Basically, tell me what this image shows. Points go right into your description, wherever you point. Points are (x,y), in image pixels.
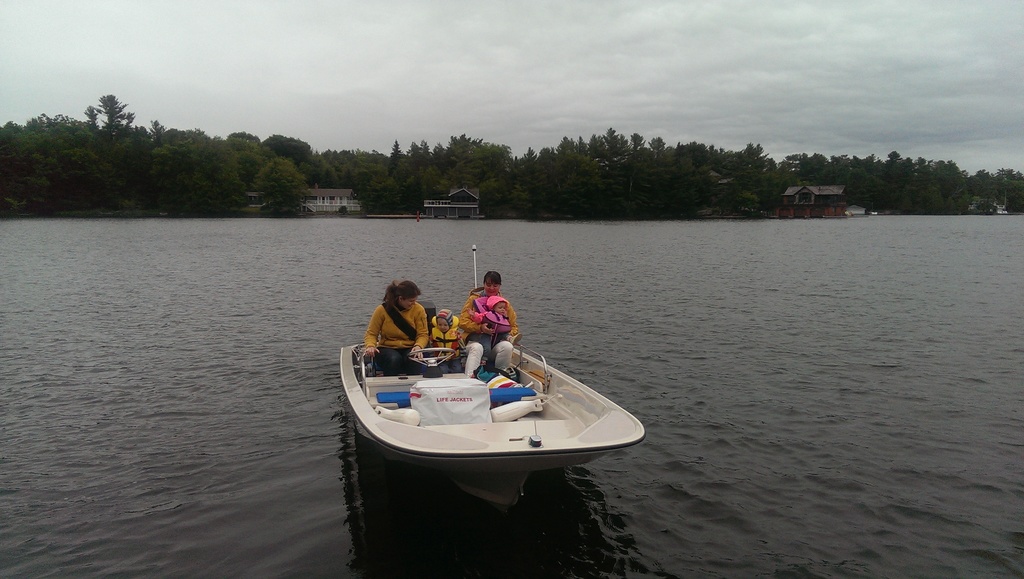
In this image we can see a boat (564,439) on the surface of water (261,429). We can see two women (408,325) and children (443,338) in the boat (521,430). In the background of the image (443,185), we can see trees (324,177) and houses (839,209). At the top of the image (781,73), we can see the sky (554,57) with clouds (561,49).
